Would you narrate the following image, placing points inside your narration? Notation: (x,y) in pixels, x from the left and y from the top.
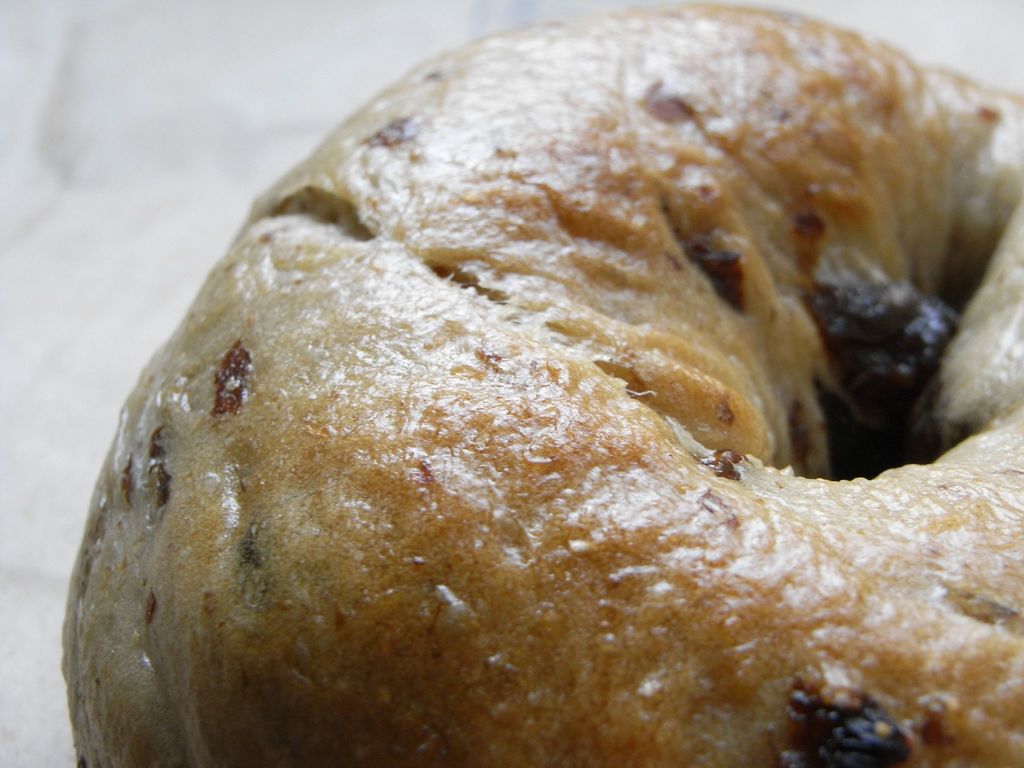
In this image I can see a white colored surface (103,113) and on the white colored surface (103,113) I can see a food item (660,420) which is brown in color.
